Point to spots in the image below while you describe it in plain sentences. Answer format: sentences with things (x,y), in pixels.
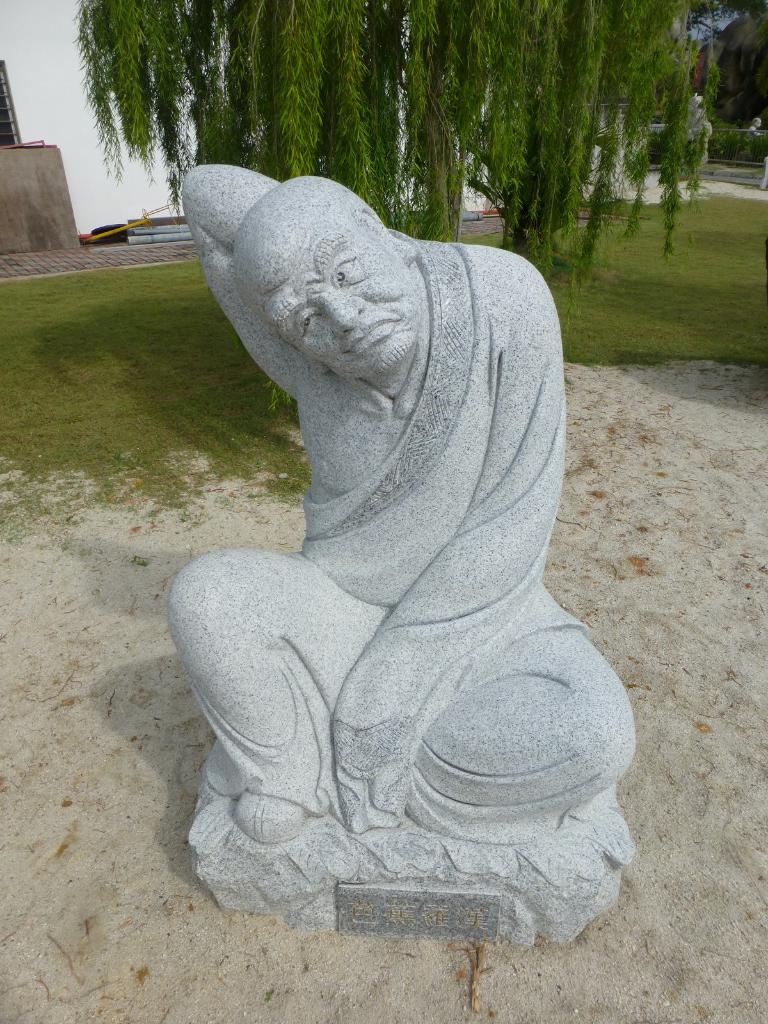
In the center of the image (392,590) we can see a sculpture (432,528). In the background (546,80) there is a tree (575,74) and a building (104,169).
